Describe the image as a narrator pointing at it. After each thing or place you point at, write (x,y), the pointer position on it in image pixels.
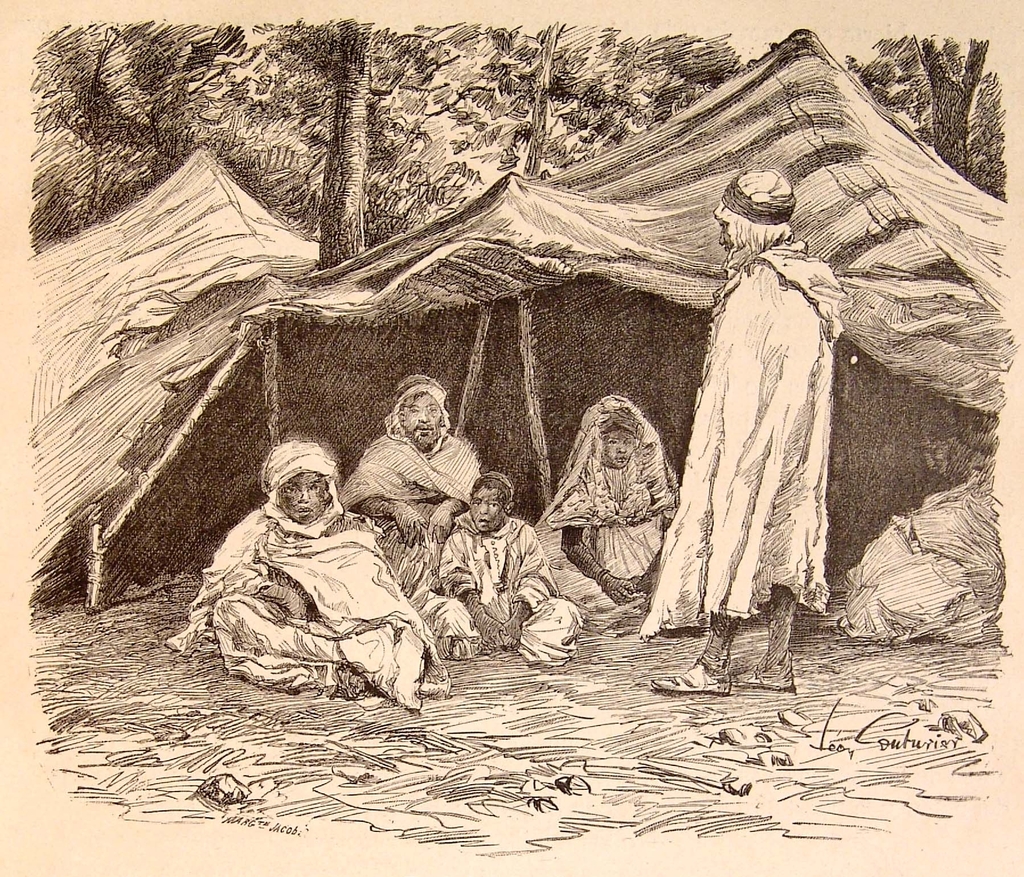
In this image we can see there is a poster (643,181) with painting (716,575) and there are persons (751,315), tent (670,210) and trees (453,169).
